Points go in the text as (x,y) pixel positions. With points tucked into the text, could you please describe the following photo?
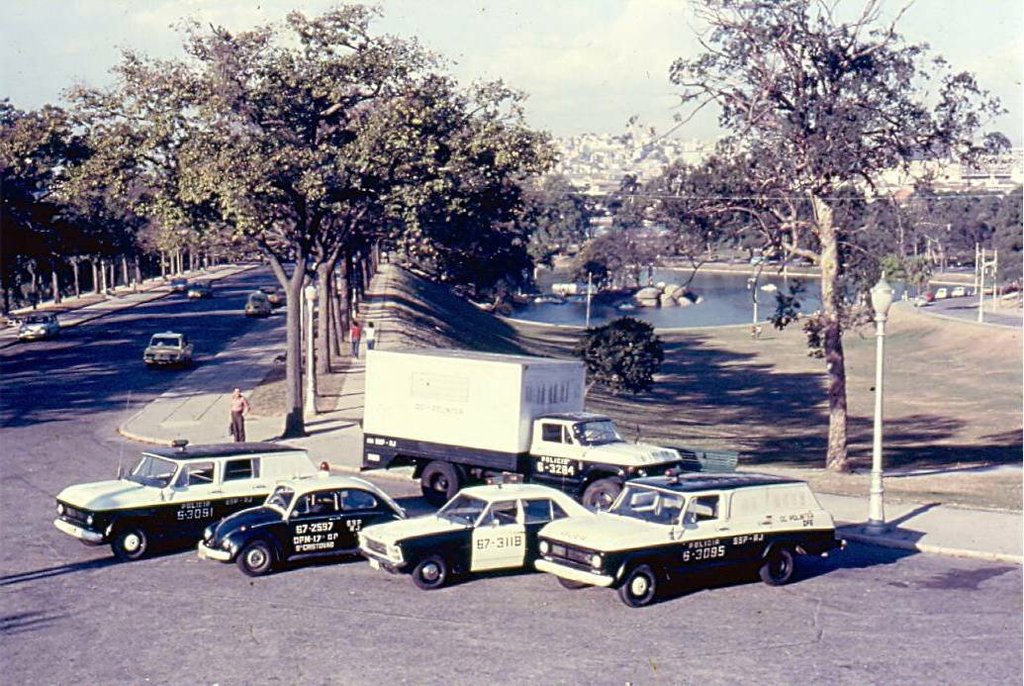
In the picture we can see a road (191,367), on both the sides of the road (198,361) we can see trees (362,189) and a path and we can see some people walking on it we can see some vehicles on the road (180,604) and some are parked and behind it we can see a path (211,354) and far away from it we can see the water surface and in the water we can see some stones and in the background (597,223) we can see houses (584,164), buildings (949,177) and the sky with clouds (972,73).
